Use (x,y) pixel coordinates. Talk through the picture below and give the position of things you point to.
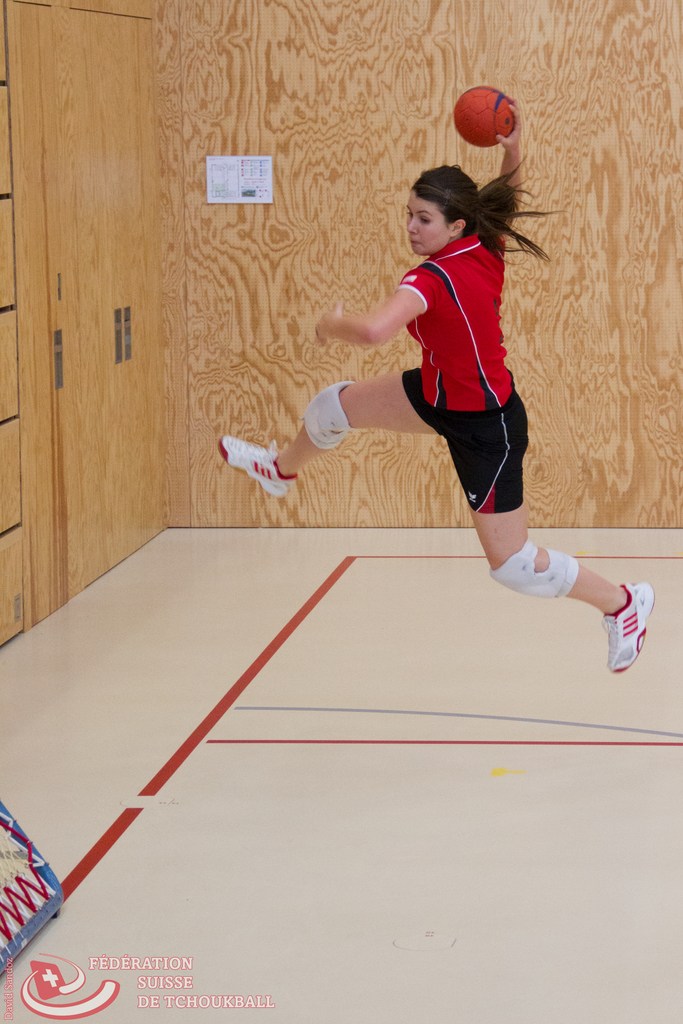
In this picture we can see a woman (446,339), she is holding a ball (496,90), and she wore a red color T-shirt (471,334), in the background (215,282) we can see wooden walls (299,251).
